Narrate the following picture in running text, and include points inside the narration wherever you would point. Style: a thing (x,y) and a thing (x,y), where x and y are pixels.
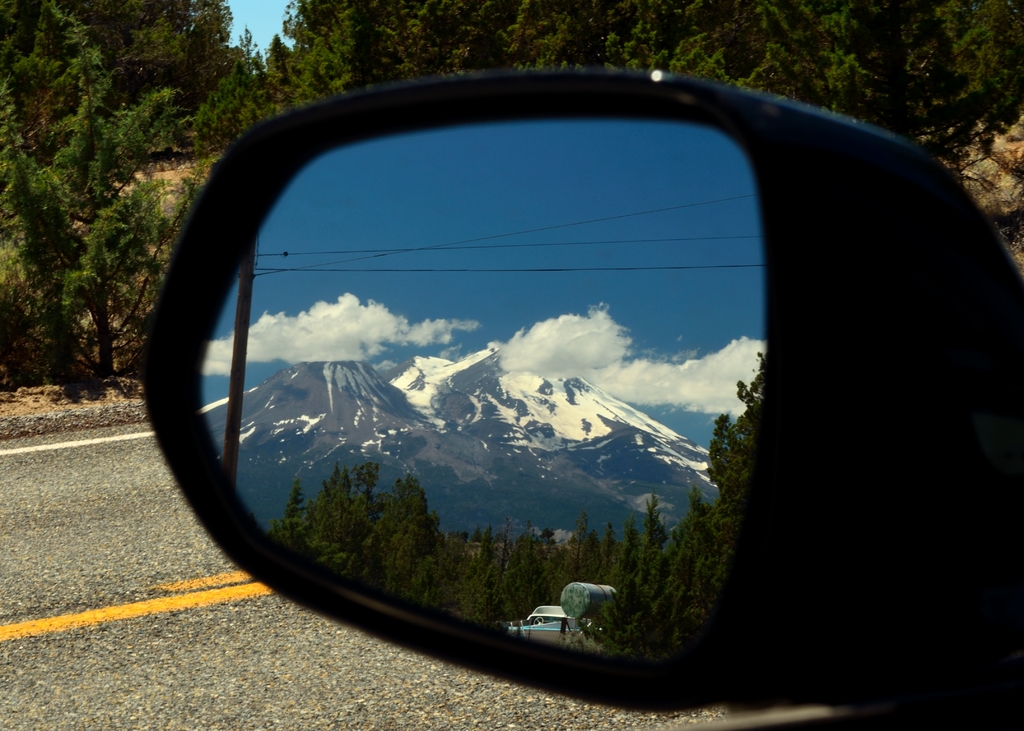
In this image I can see a mirror (523,448) and from the mirror (548,444) I can see mountains (504,431), trees (465,564), pole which has wires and the sky (532,329). I can also see a road (108,594) and lines (97,617) on the road (91,502).
